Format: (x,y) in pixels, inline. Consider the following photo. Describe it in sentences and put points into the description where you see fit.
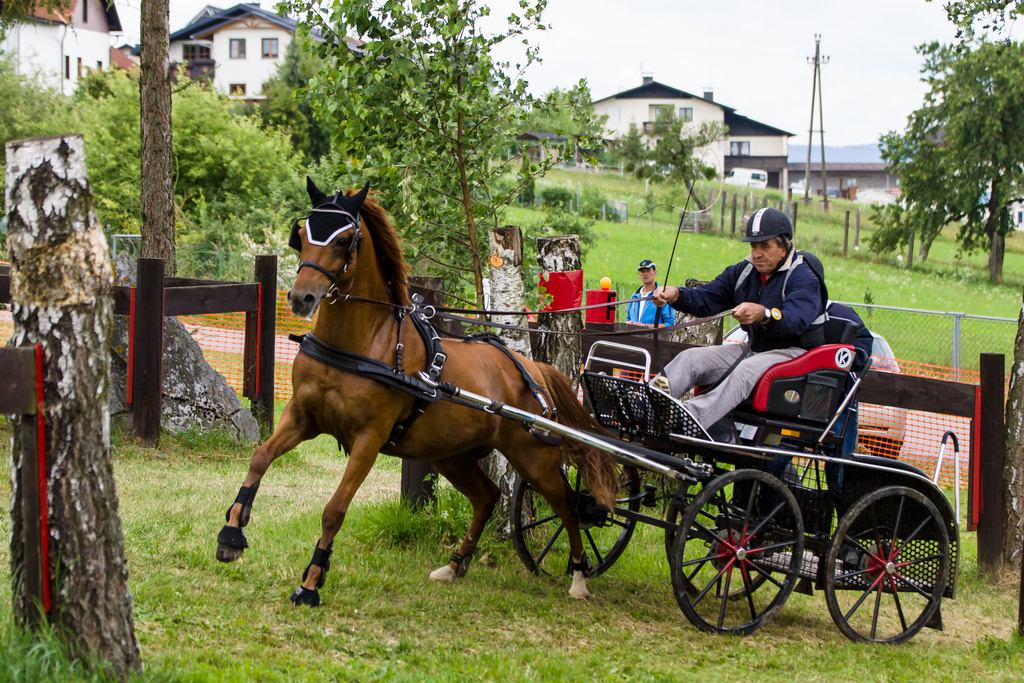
In this image there is a person (742,281) riding a horse cart (615,385). Behind him there is another person (660,326) standing. At the bottom of the image (570,633) there is grass (525,634) on the surface (332,630). There are trees (450,139), metal fence (879,310), buildings (765,183), wooden poles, electrical poles (817,57). At the top of the image (616,26) there is sky (663,14).
